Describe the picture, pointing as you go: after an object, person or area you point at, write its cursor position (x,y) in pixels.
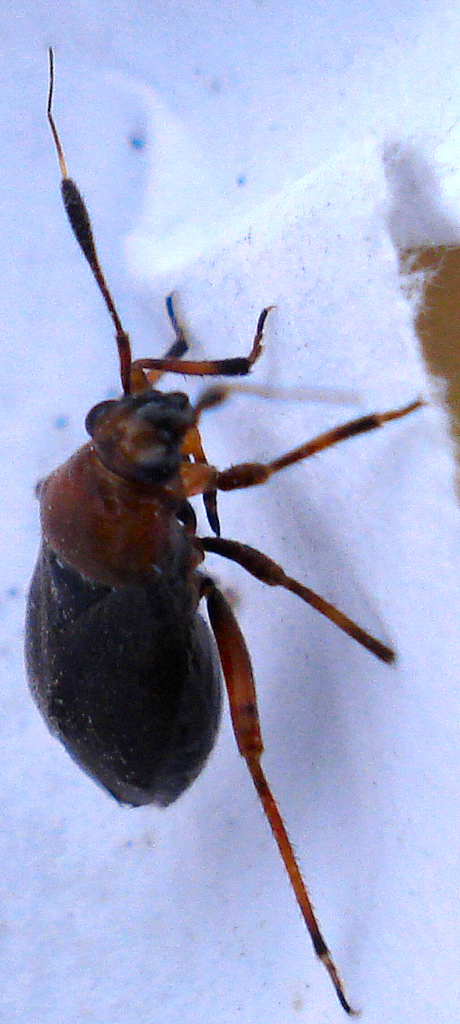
In this picture, there is an insect (240,691).
